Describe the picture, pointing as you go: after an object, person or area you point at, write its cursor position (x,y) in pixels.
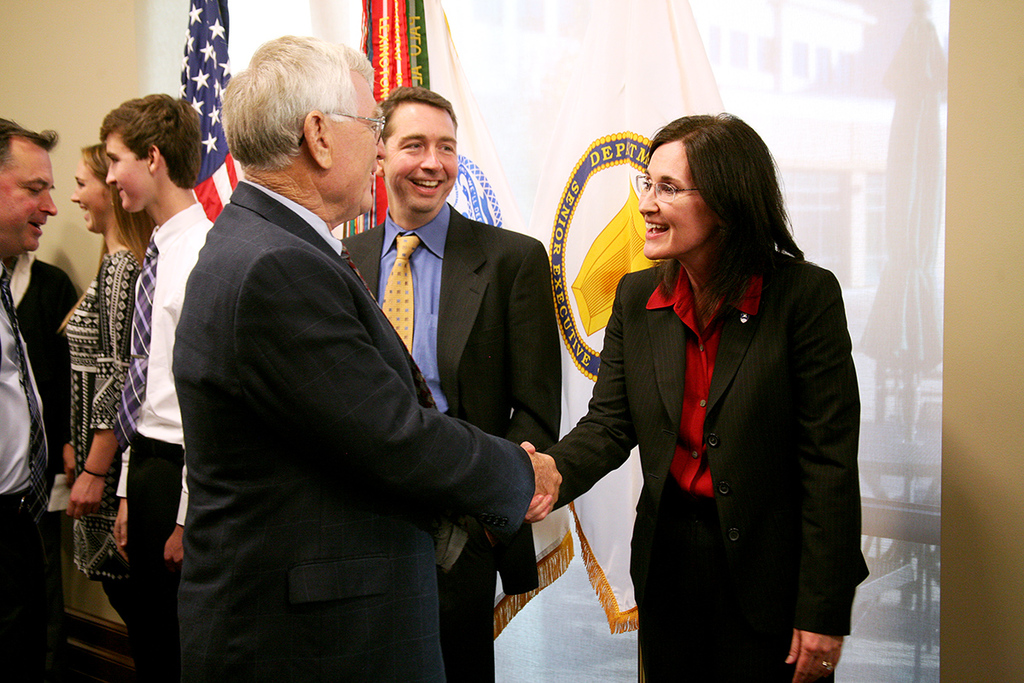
In the picture we can see a man (212,417) and woman (818,391) are standing and shaking hands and smiling to each other and they are in blazers (286,546) and shirts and beside them, we can see a man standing and he is also in blazer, tie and shirt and behind him we can see some people (176,420) are standing and talking to each other and smiling and behind them we can see some flags (402,39) near the wall (974,361).
